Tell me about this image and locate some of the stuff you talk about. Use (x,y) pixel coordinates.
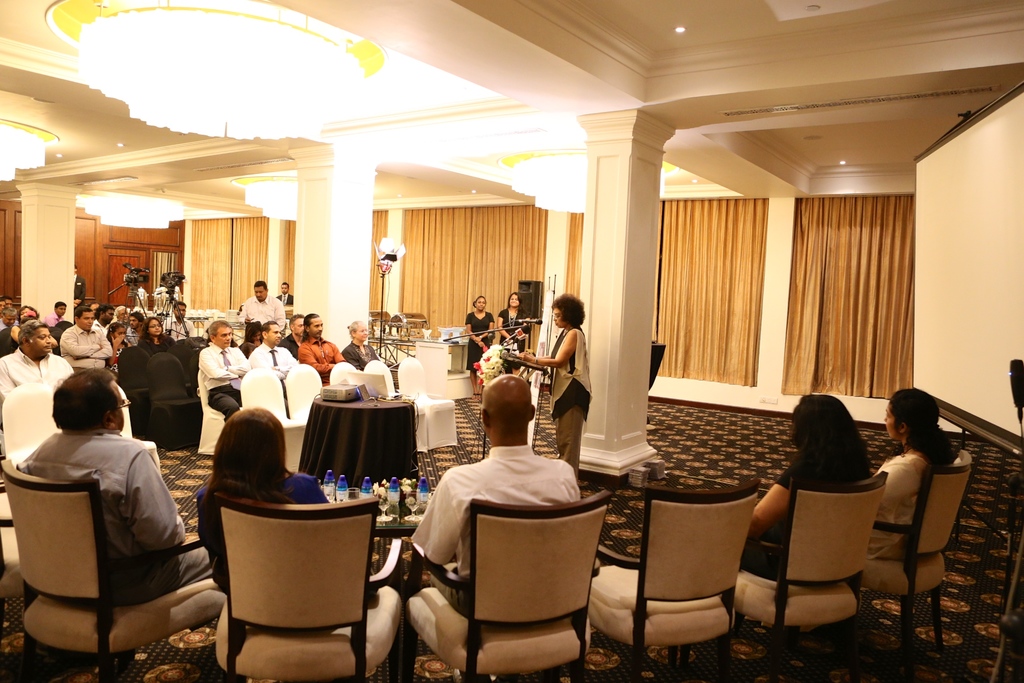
In the foreground of the image (516,536) there are six chairs (802,576) in which five (312,554) are occupied. There is a woman (571,353) standing at the podium (512,358) and speaking. There is a projector (351,394) on the table (358,415). In the background of the image (142,283) there are video cameras (137,285) curtains (447,264) on the wall (85,267).
